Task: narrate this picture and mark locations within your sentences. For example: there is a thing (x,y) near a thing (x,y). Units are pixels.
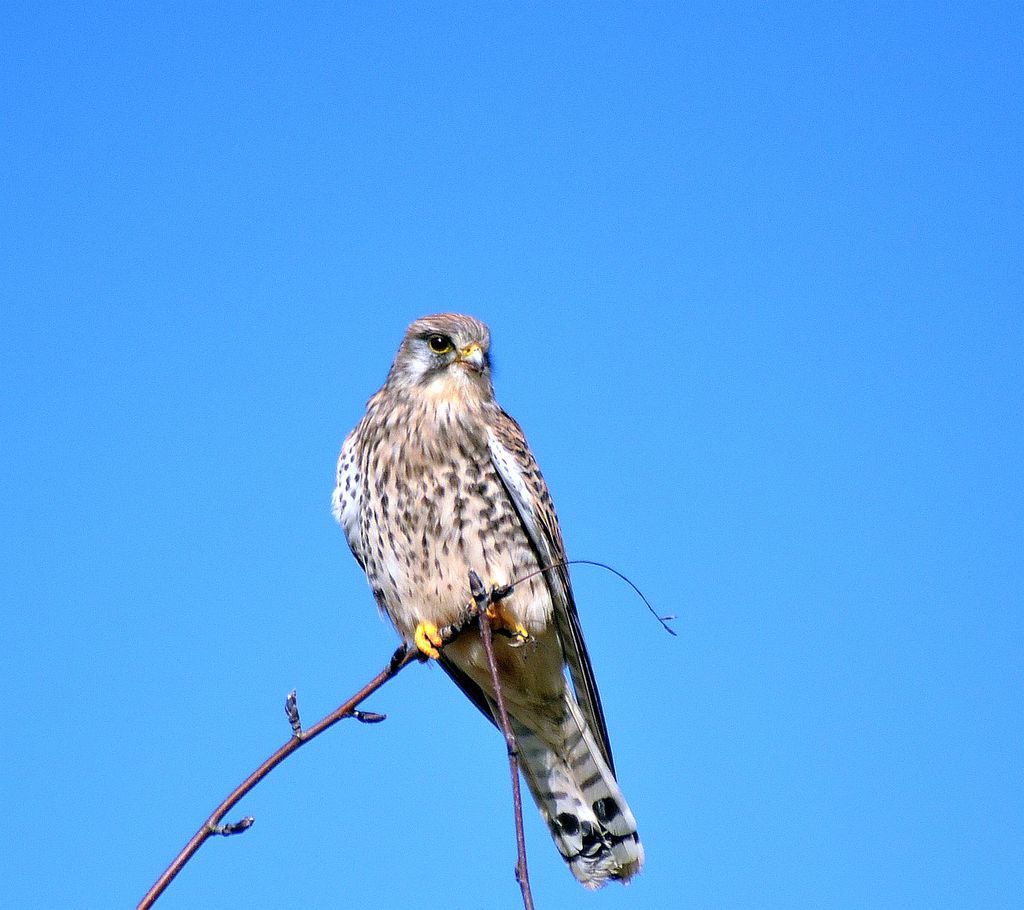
In this picture we can see a bird (354,501) standing on branch (482,614). We can see a blue color background (702,359).
